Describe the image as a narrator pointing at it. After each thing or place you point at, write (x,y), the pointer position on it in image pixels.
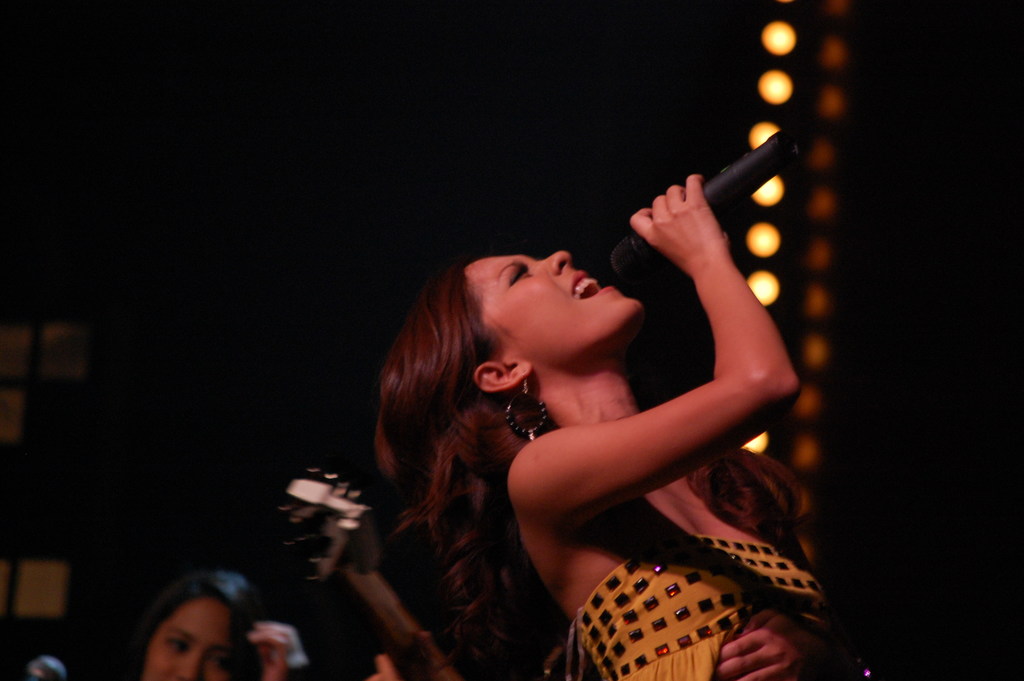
There is a girl (658,509) holding microphone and singing in it.
